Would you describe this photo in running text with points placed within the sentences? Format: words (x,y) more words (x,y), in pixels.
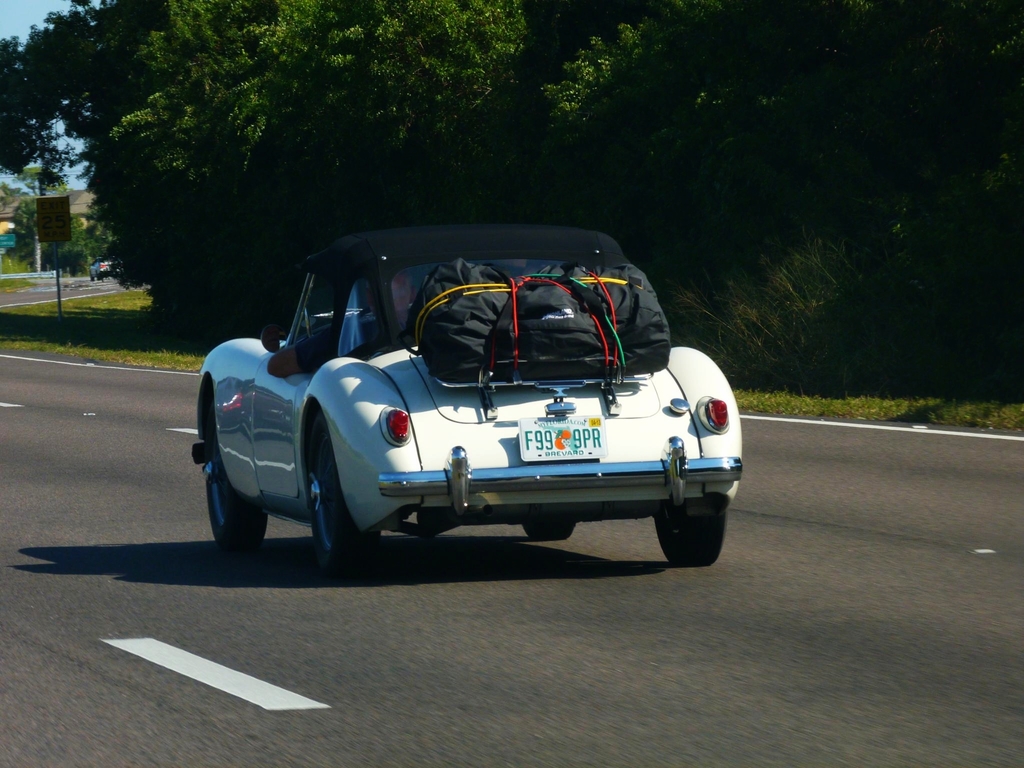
In this image I can see a vehicle (406,444) which is in white color. We can see few bags (461,327) on the vehicle (629,401) and person (315,343) is sitting inside. Back I can see trees (88,233) and signboards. The sky (44,19) is in blue color.
